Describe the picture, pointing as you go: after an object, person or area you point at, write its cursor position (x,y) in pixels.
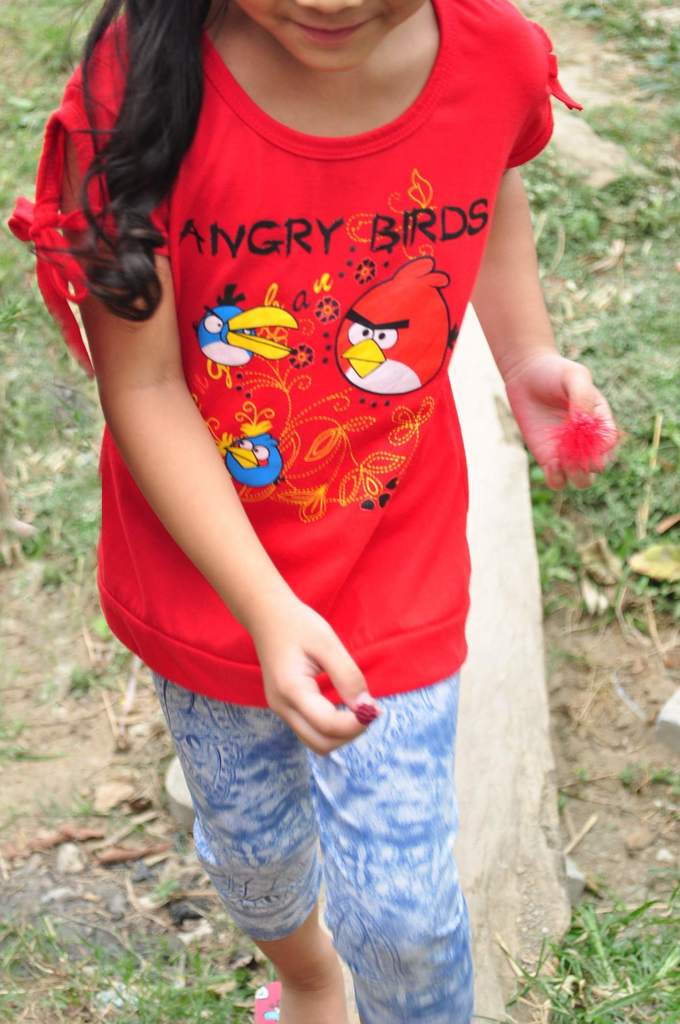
In this image I can see the person (400,699) is wearing red, blue and white color dress (416,740). Back I can see the grass (642,493) and few dry leaves (673,554).
